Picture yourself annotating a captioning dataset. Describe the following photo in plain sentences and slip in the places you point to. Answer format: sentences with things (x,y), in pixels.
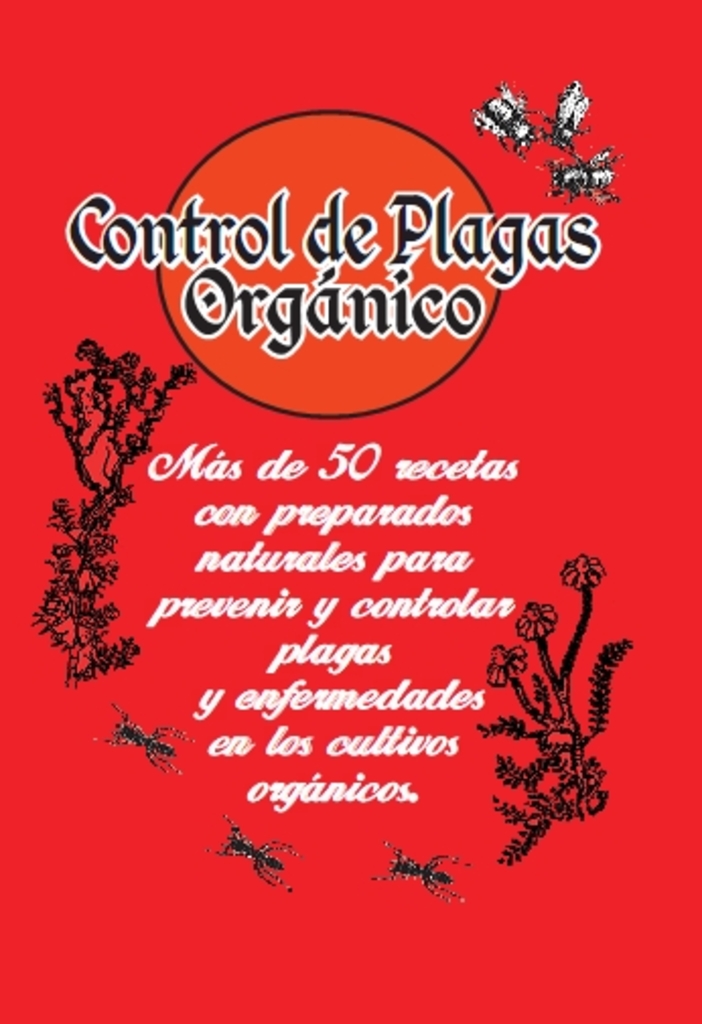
In this image I can see the pamphlet (345,584). On the pamphlet (375,517) I can see an insects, flowers (497,657) to the plants (544,743) and something is written.
